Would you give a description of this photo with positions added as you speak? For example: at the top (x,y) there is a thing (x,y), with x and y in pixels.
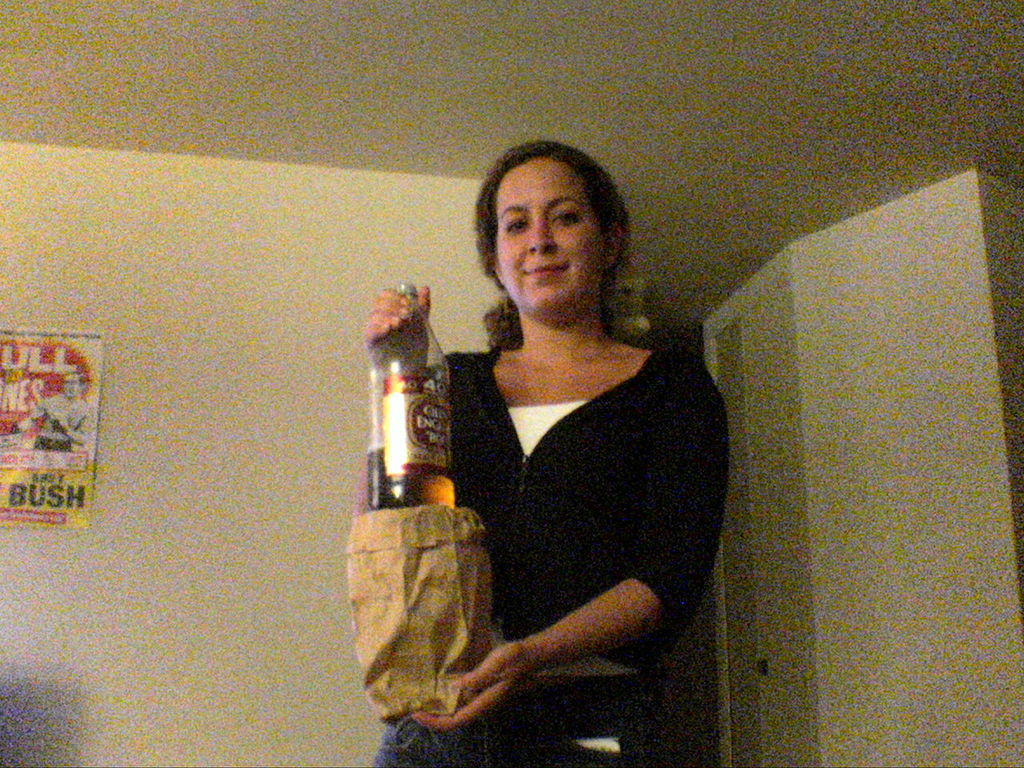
In this picture we can see a lady (578,507) in black and white dress (566,520) holding a bottle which is in the cover (420,618) and behind her the wall (290,252) is in white color and a poster (73,508) which is in red, yellow and white in color on the wall (123,447).
